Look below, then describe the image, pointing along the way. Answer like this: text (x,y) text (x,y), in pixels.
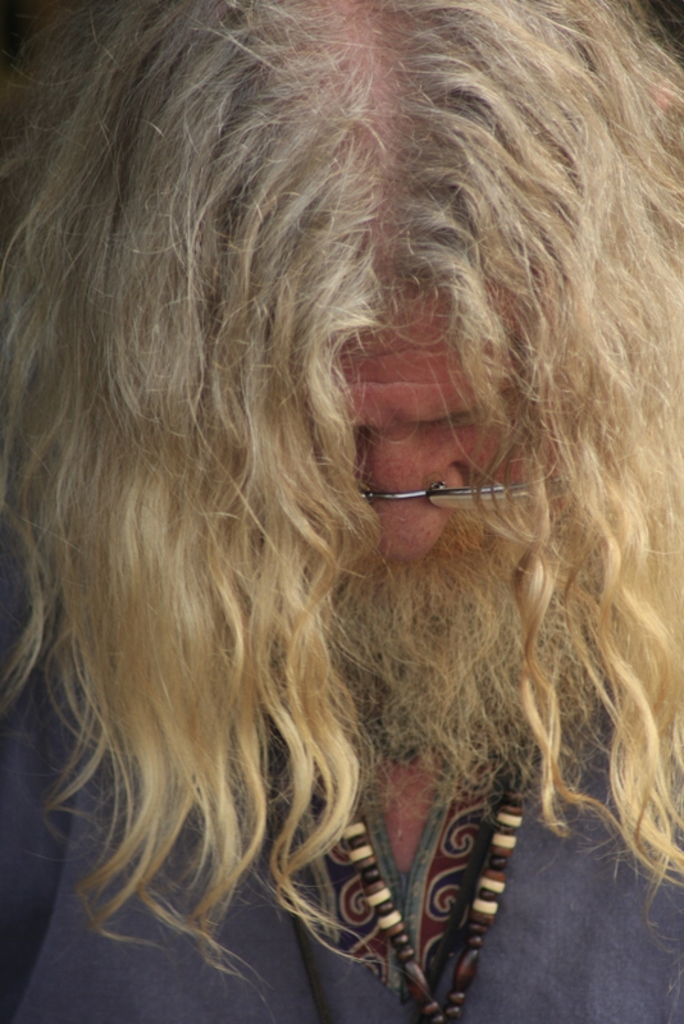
In this picture I can see a man (410,594) with blonde hair (311,633). The man (381,538) is wearing spectacles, grey color dress (137,920) and some object (495,893).
